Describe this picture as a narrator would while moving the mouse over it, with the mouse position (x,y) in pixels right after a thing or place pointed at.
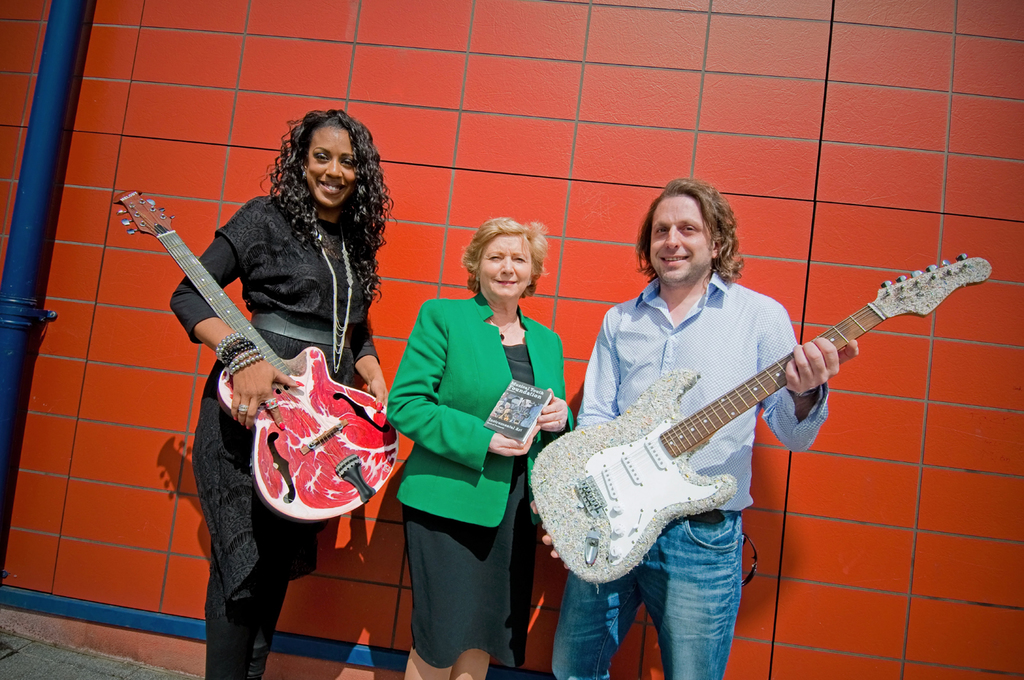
In this picture there are three members (488,345) standing. Two of them were women (486,365) and one of them was a man (657,585). On either side there are two guitars (270,429) in their hands (270,390). The middle one (482,624) is holding a book (514,413) in her hands (502,435). In the background (540,143) there is a red colored wall (497,89). All of them were smiling.
